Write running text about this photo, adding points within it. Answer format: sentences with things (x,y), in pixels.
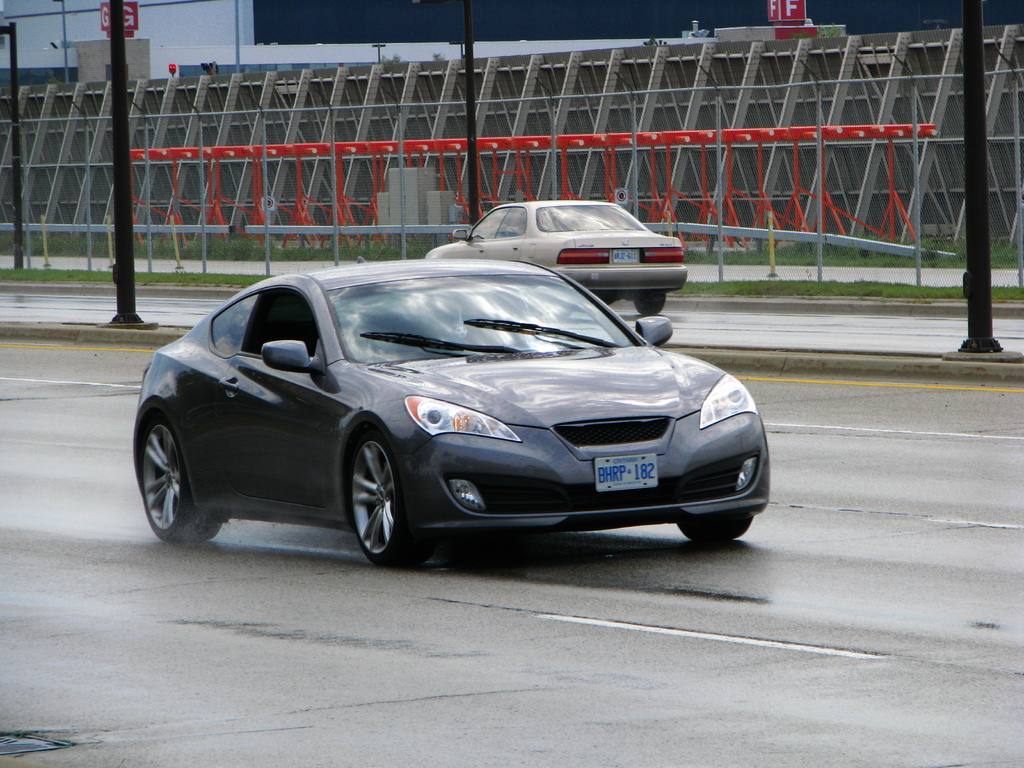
In this image there are two cars (605,479) on the roads (637,574), and in the background (823,174) there are poles (968,284), boards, iron rods (205,150), grass (102,253).
